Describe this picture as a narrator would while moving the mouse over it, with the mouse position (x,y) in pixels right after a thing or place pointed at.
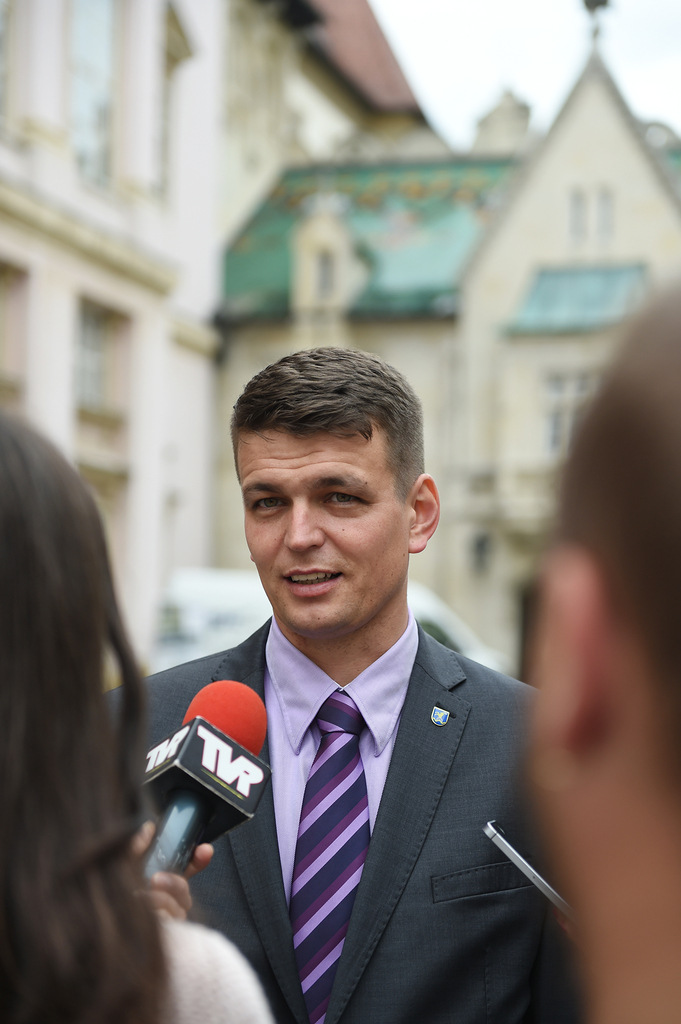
In front of the image there are two persons (177,877). On the left side of the image (177,877) there is a person (178,879) holding a mic (193,821) in his hand (169,883). Behind the mic (227,715) there's a man (361,688) standing. Behind him there is a building (356,305) with walls (193,129), windows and roofs (552,314).
